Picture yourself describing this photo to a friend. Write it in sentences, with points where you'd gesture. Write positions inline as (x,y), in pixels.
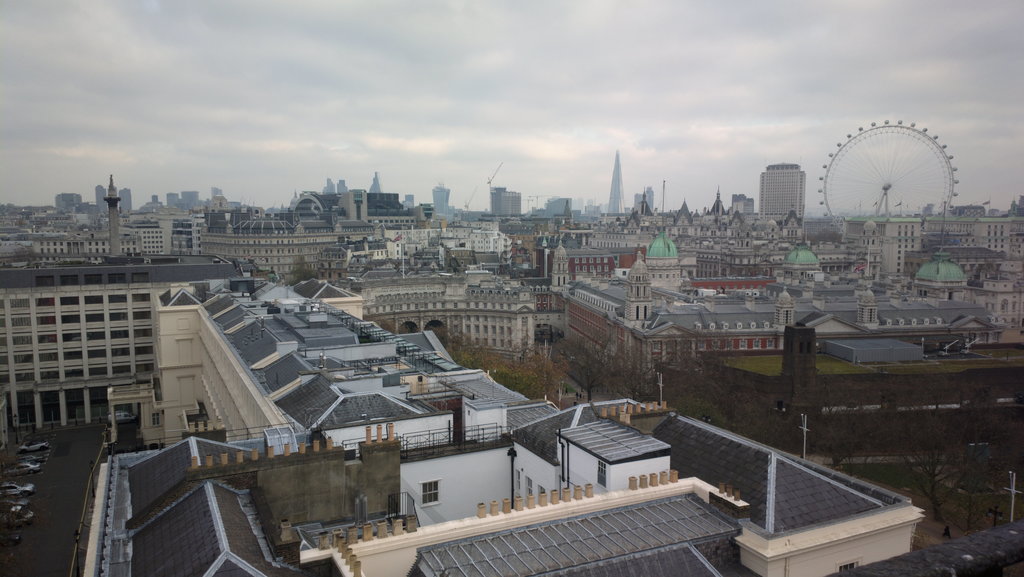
In this image we can see buildings (255,396), cars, roads (69,466), giant wheel (828,196), tower (619,206), trees (524,373), sky (586,135) and clouds (477,132).
